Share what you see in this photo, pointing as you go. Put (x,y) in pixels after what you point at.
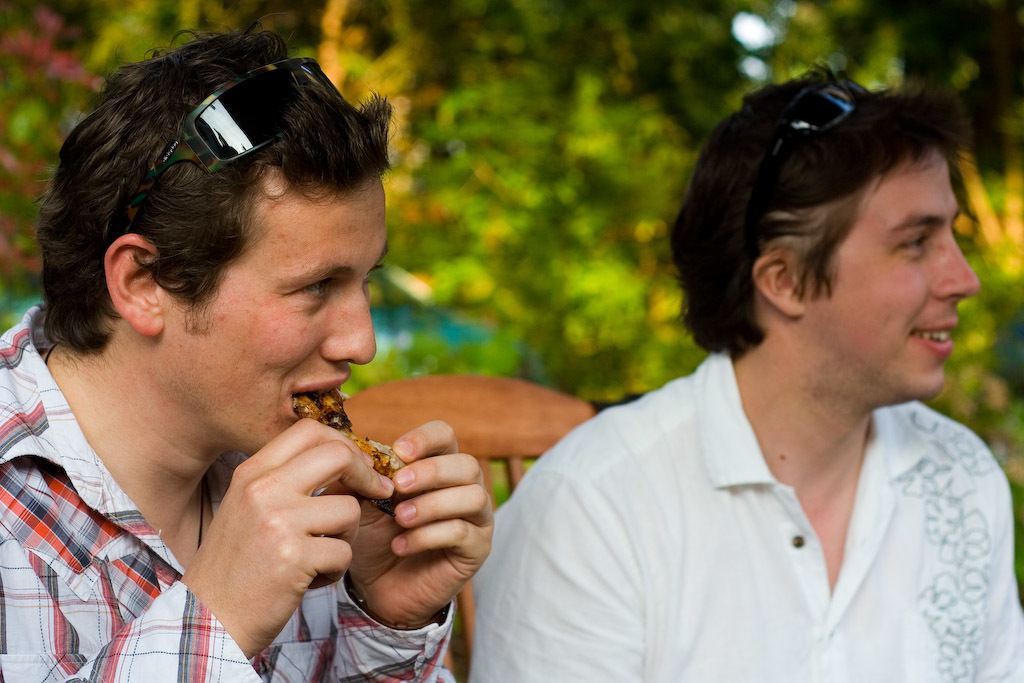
In this image I can see two people (560,443) sitting near a wooden chair (445,411) facing towards the right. One person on the left hand side (331,143) is having food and the background (868,15) is blurred.
